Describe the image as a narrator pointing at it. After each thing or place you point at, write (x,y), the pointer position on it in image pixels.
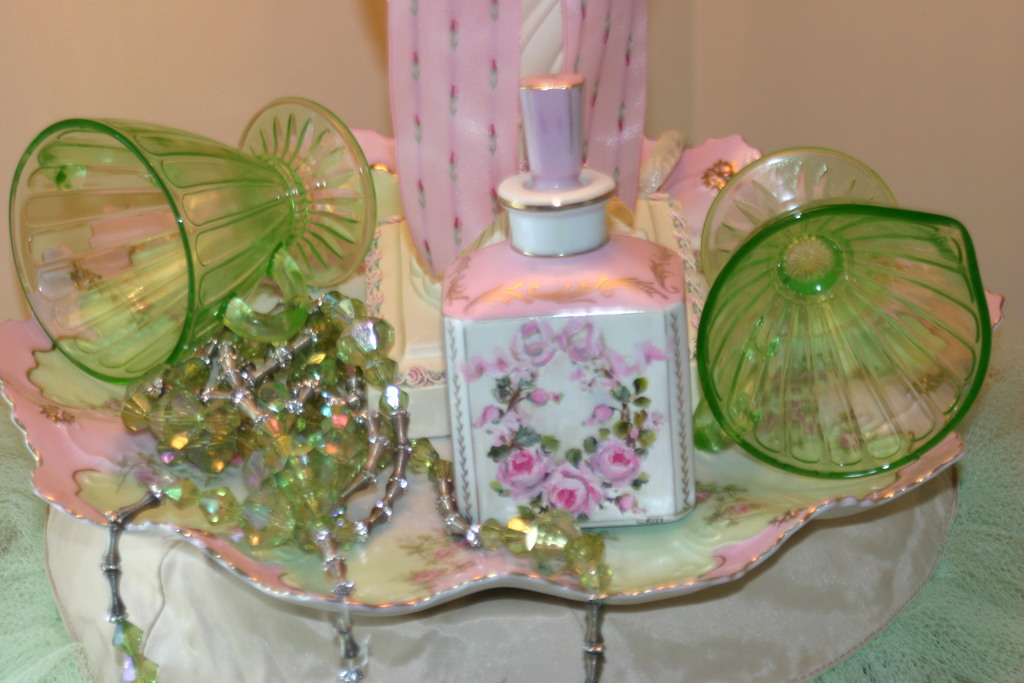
In this image we can see a perfume bottle (527,292), two green color glasses (738,412), chain (341,429) present in the plate (703,538) which is on the table (906,568). In the background (46,13) we can see the plain wall (863,83).
